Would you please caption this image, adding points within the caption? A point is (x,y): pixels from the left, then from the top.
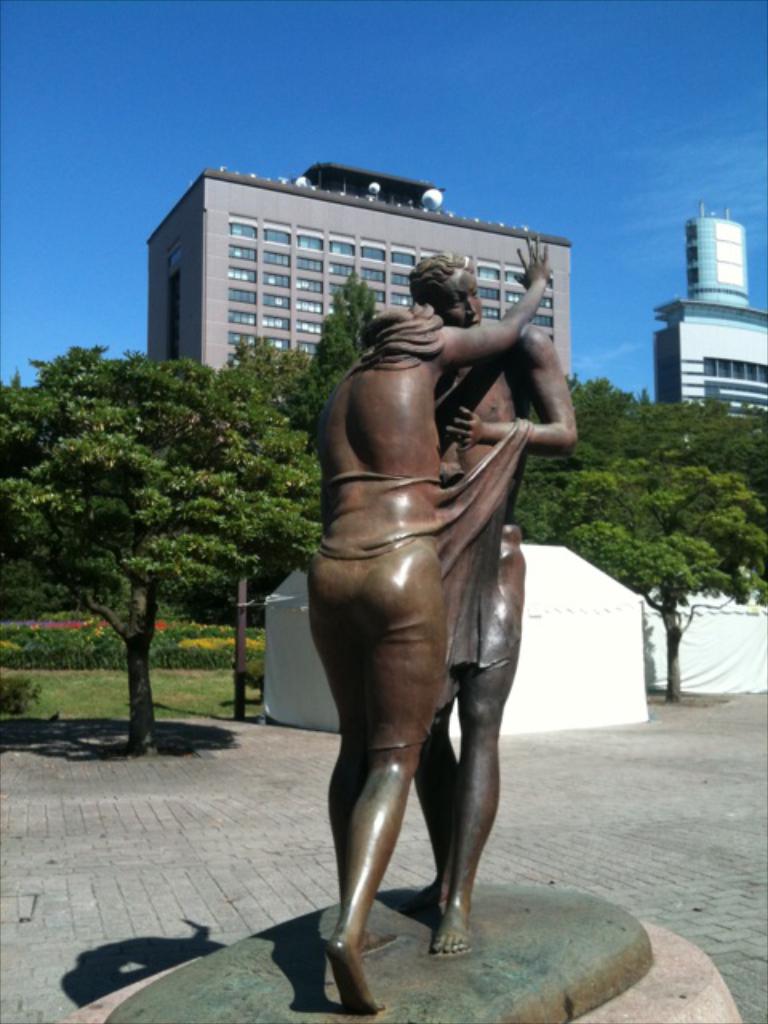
In this image there are depictions (435,529) of two persons (366,867) on the rock structure (590,920). In the background (584,470) there are buildings (719,375), trees (710,577), two tents (737,636) and the sky (447,24).
